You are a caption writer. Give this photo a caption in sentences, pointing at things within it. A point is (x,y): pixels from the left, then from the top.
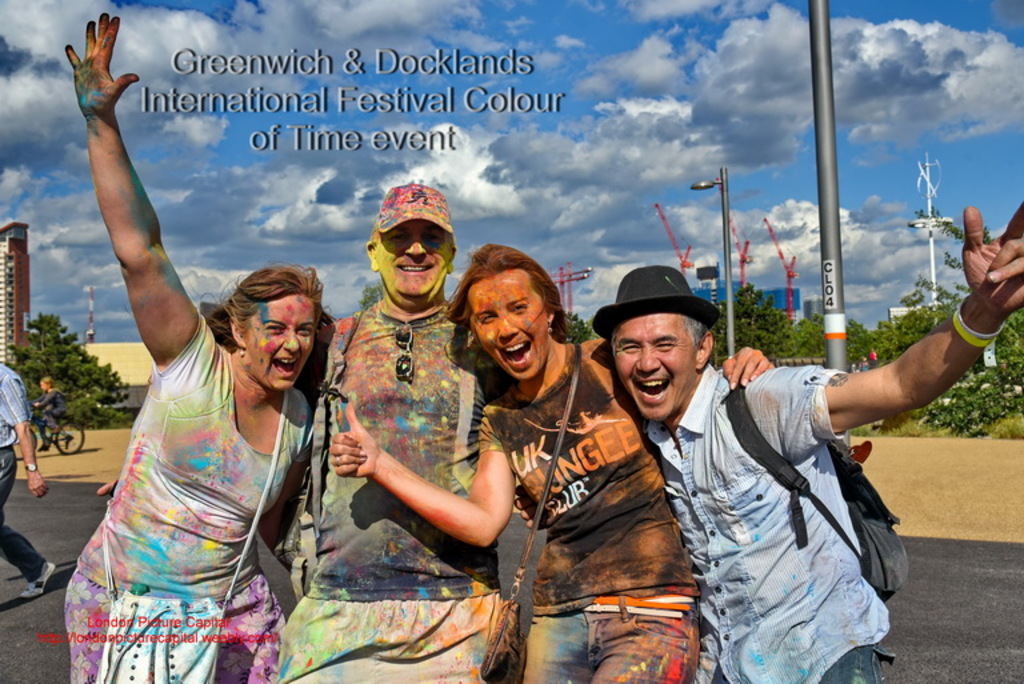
In the image there are two women (509,411) and two men (413,583) standing in the front (758,423) with colors all over them, all of them are smiling, in the back (16,407) there is a man (14,424) walking on the road (51,514) and another person (55,398) cycling and over the background (75,421) there are trees (786,332) and buildings construction (720,287) going on behind it, and above its sky (594,92) with clouds (301,190).
